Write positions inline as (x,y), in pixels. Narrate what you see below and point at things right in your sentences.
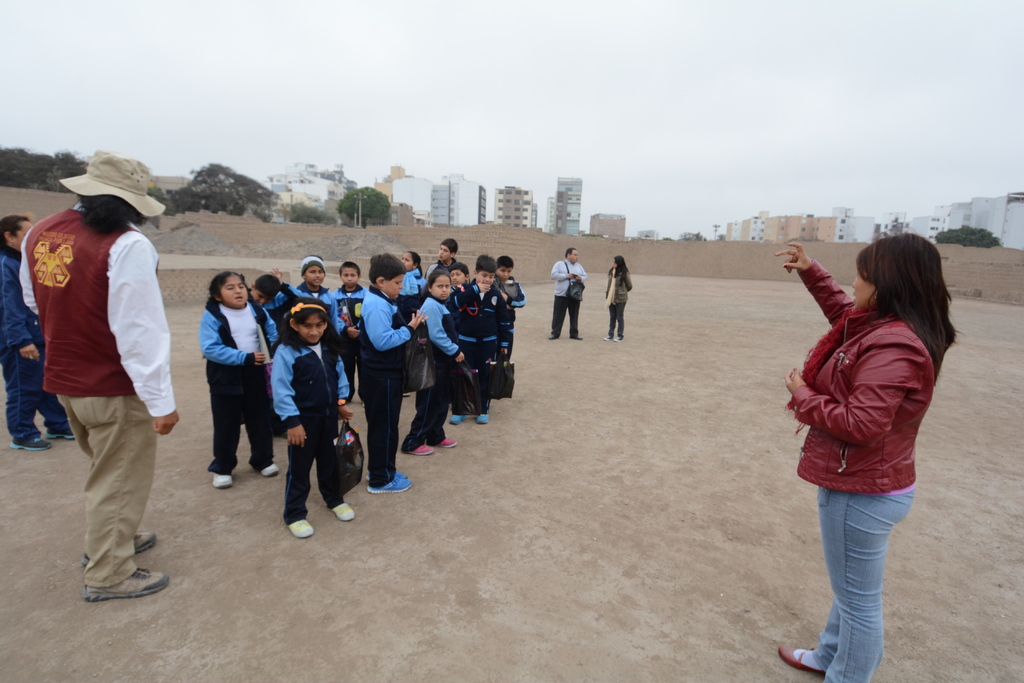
In this image there are people (364,385) standing on a land (959,318), in the background (1005,228) there buildings (417,187), trees (941,238) and the sky (390,113).
